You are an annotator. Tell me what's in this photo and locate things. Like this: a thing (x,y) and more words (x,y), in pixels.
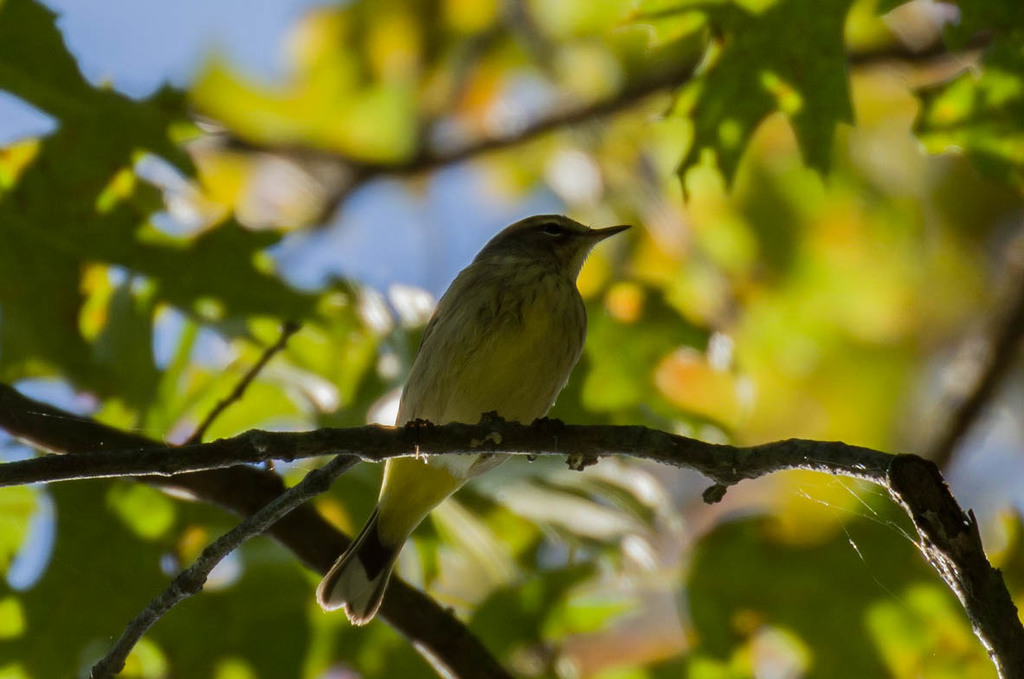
In this image in the front (550,407) there is a bird (523,388) standing on a branch (415,441) of a tree (584,441). In the background (373,330) there are leaves (254,340).
